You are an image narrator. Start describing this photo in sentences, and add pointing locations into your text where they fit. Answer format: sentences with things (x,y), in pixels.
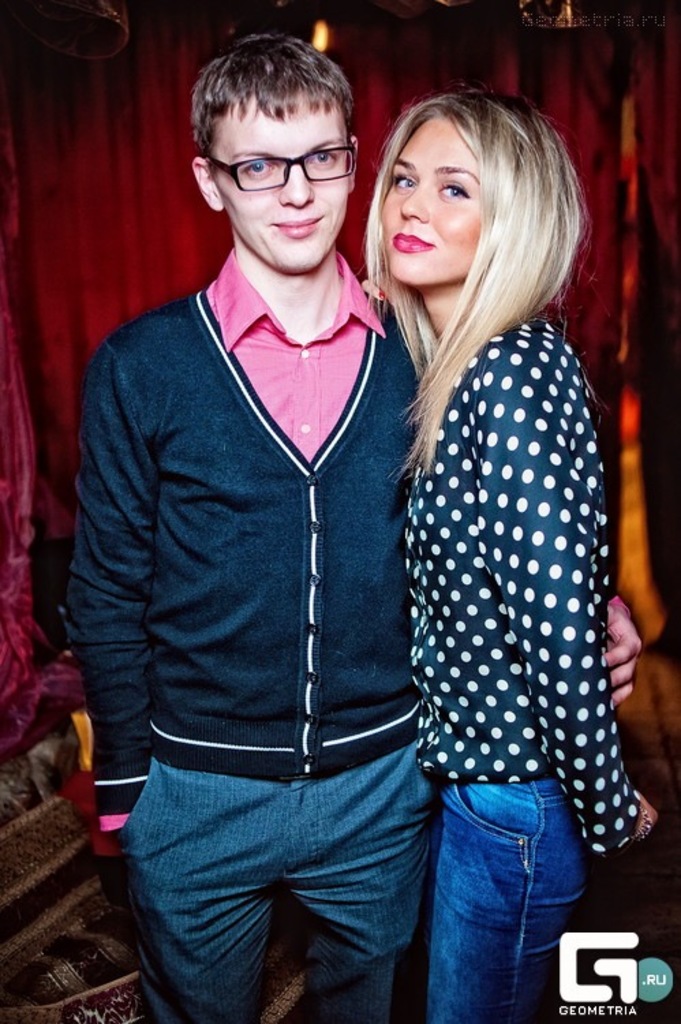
In this image I can see two persons (394,597) standing, the person (564,559) at right (597,555) is wearing blue and white color shirt (541,530) and blue color pant (537,895), and the person (333,506) at left (186,934) is wearing blue shirt (242,507) and gray pant (216,936). Background (103,180) I can see a red color curtain (162,150).
